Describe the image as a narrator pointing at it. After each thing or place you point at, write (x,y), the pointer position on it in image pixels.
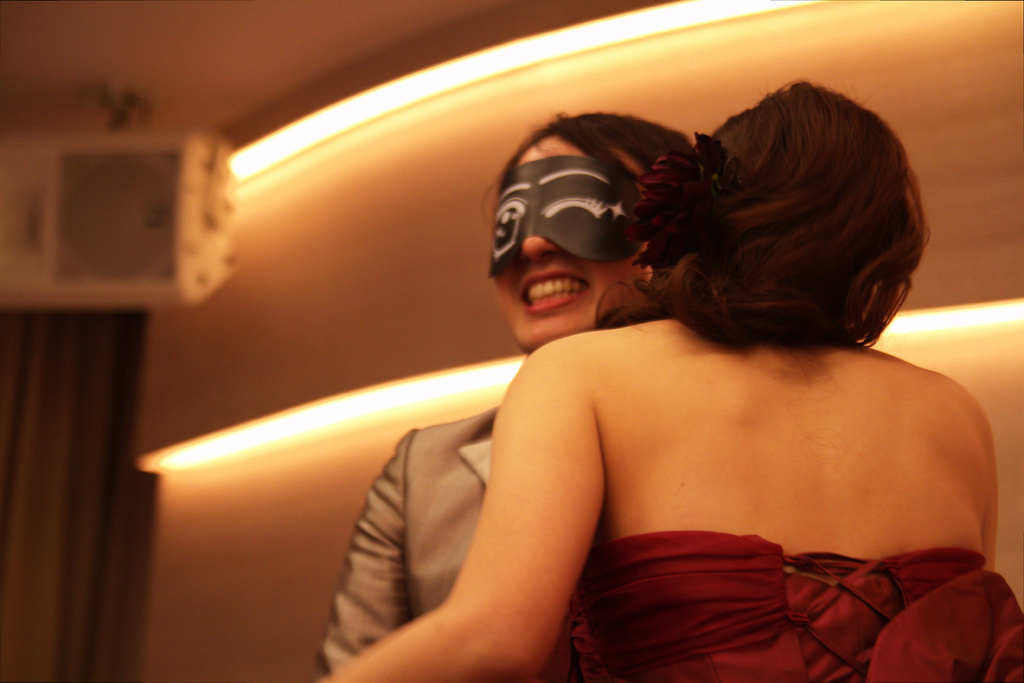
In this image there are two persons (585,274), a person (516,247) with an eye cover (518,222) is smiling, and in the background (488,336) there are lights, wall (244,255).
